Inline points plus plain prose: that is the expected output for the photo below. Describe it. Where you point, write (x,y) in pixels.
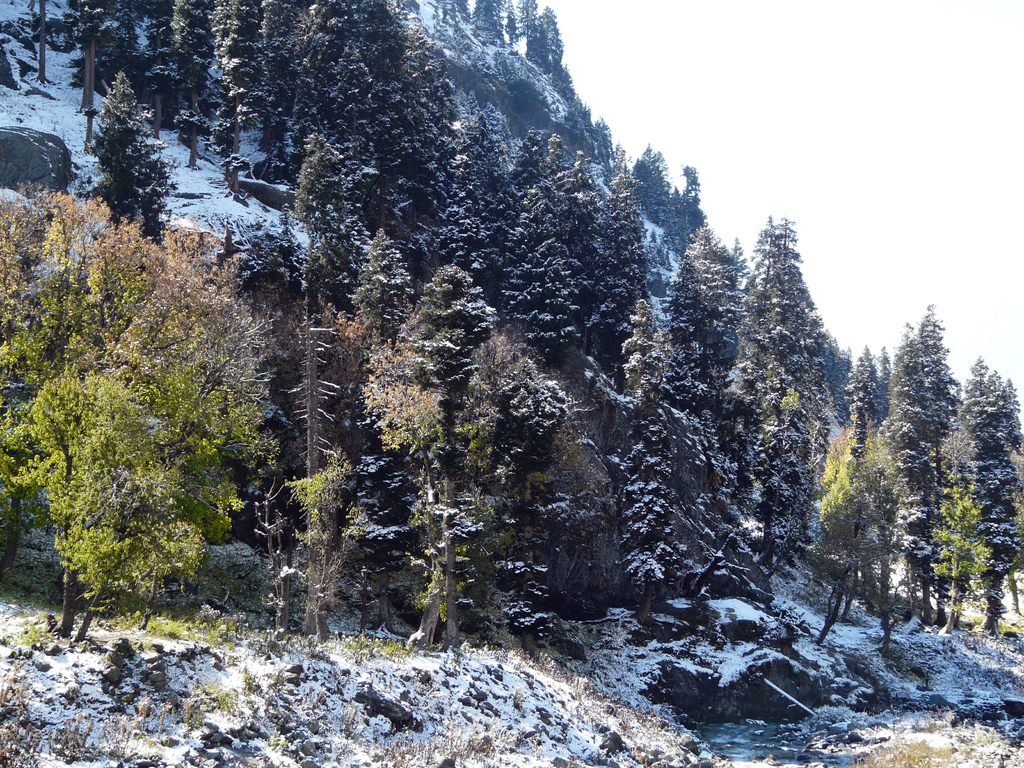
In this image we can see snow (213,162), hills (589,426), trees (532,481), ground (899,695) and sky (760,214).
